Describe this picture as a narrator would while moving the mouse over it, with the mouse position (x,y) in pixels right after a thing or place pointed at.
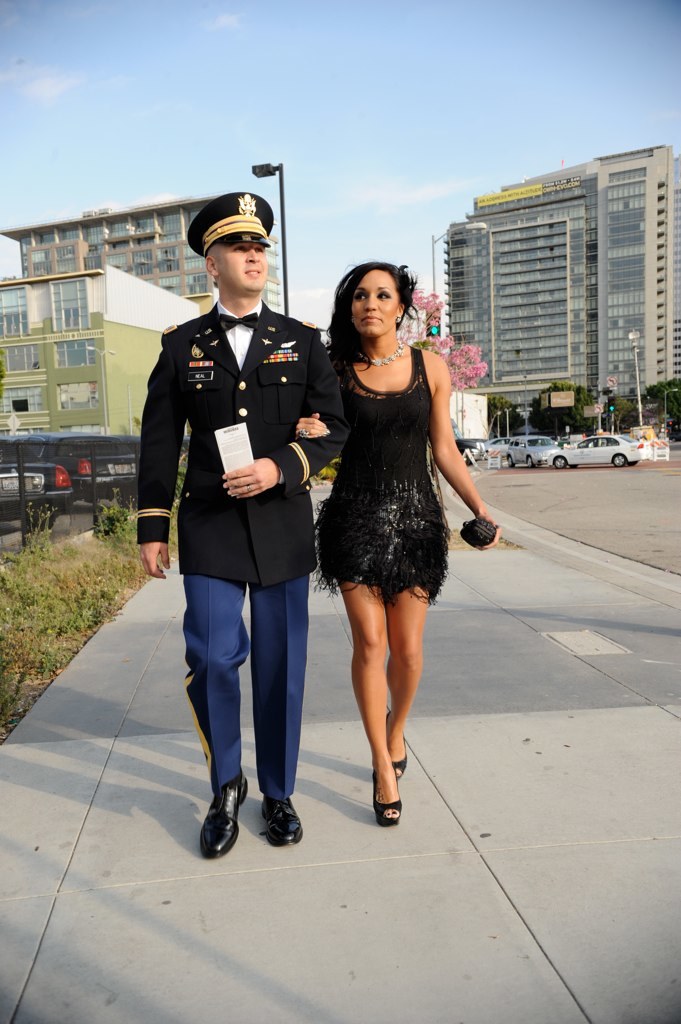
In this image we can see two persons (220,548) holding the objects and walking, there are some buildings (522,360), trees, poles (635,357), lights (433,338), boards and windows (596,336), in the background (237,58) we can see the sky (354,106) with clouds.
